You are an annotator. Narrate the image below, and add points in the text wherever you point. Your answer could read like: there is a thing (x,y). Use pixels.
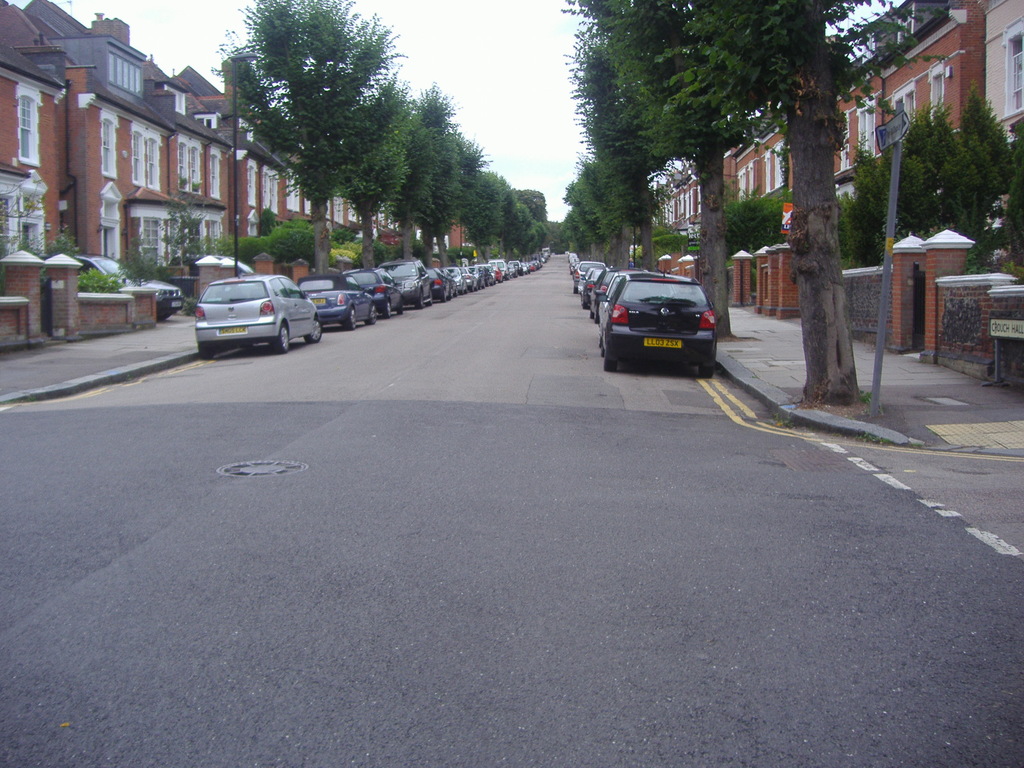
In this picture there are trees (788,52), buildings (737,171), poles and cars (208,294) on the right (1000,76) and left side of the image (280,153), it seems to be the street view.
